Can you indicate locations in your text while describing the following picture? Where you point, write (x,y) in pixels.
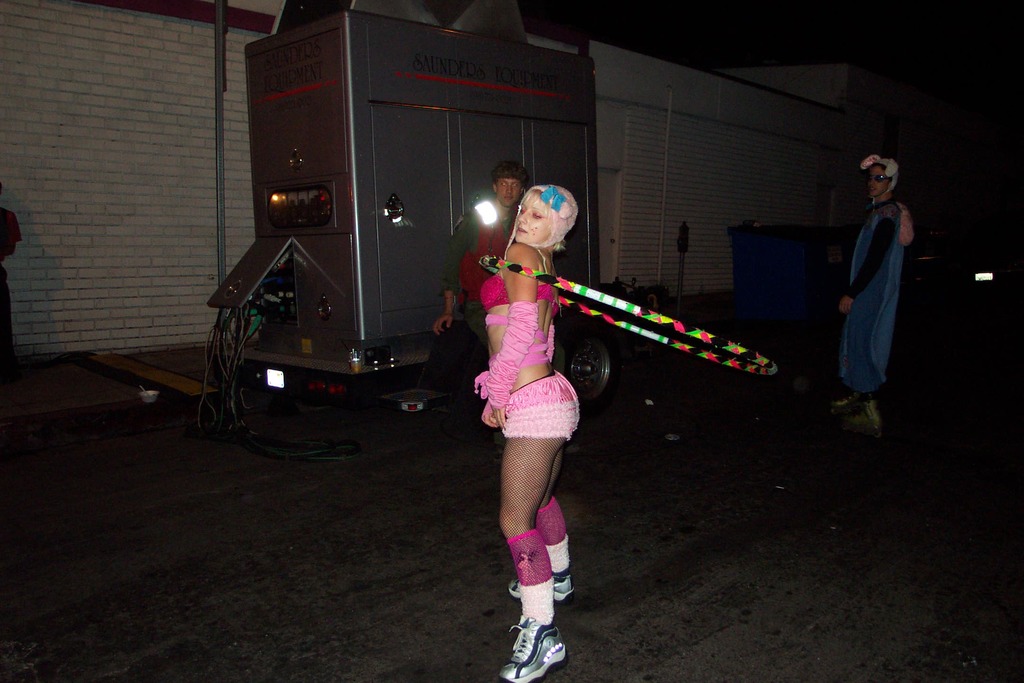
In this image I can see a person (538,351) wearing pink colored dress (543,352) is standing and I can see a ring (565,300) which is black, white, green and pink in color around her. In the background (406,168) I can see a huge machinery (419,123) which is grey in color, few wires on the ground (253,428), two other persons (879,231) wearing costumes (891,257) are standing, a blue colored object (776,274), the white colored wall (616,178) and the dark sky (771,48).
